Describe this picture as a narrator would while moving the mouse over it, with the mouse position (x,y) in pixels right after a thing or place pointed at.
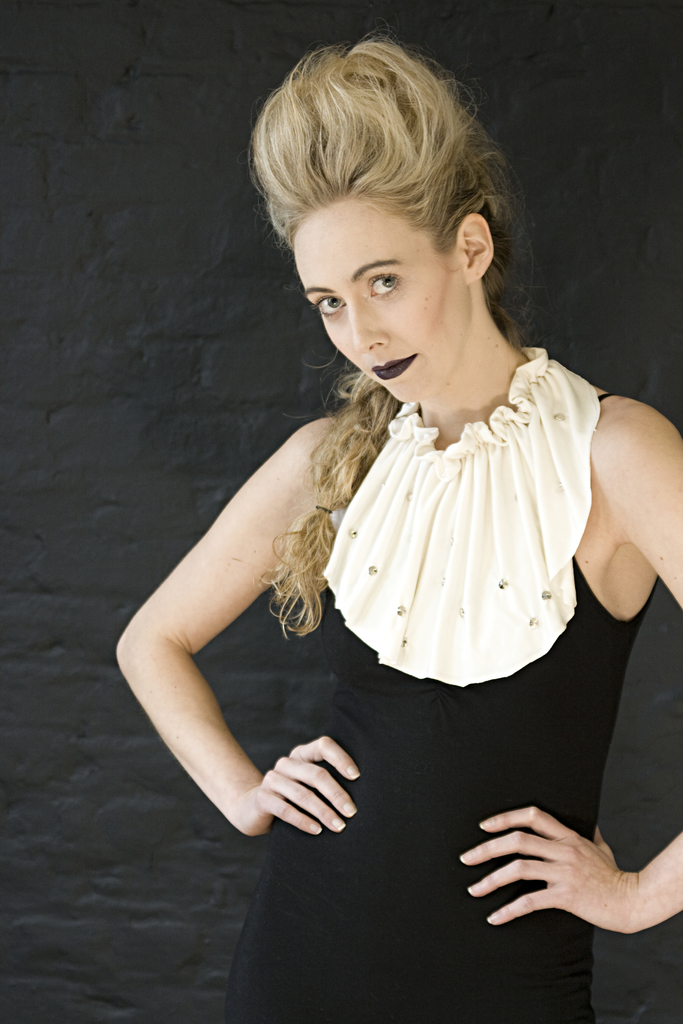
In this picture I can see a girl (340,199) standing, and in the background (140,403) there is a wall (472,70).
